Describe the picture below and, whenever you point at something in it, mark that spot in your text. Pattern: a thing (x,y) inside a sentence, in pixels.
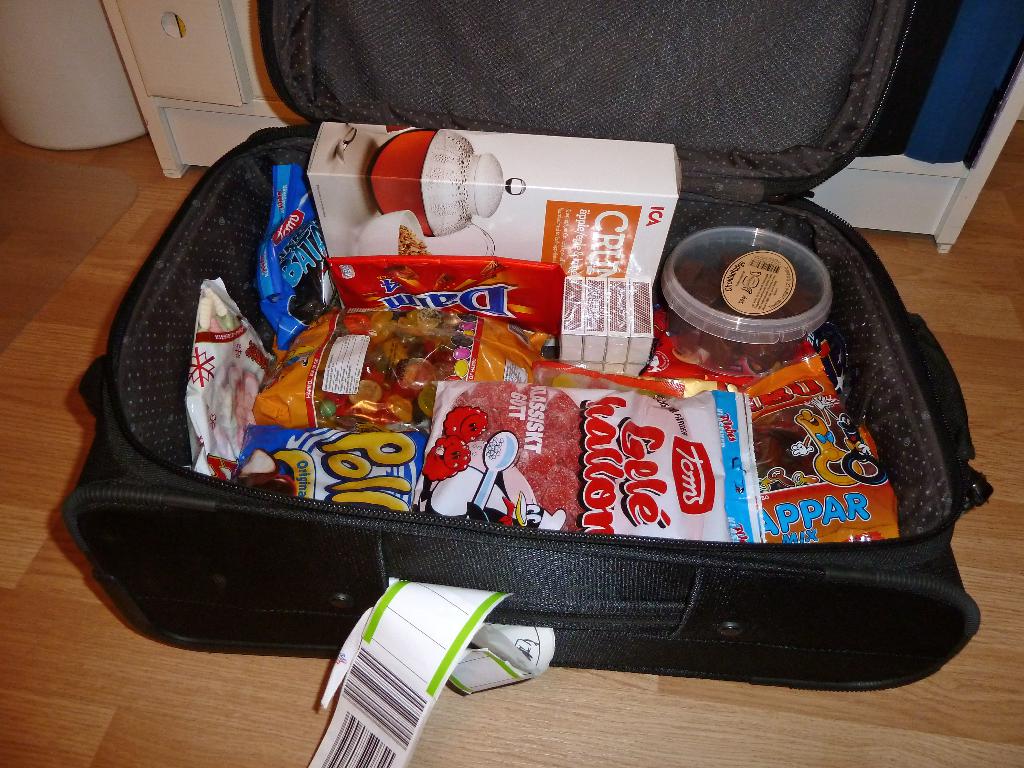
We can see bag (210,504) consisting of box (479,188), cover (379,378) and things (449,377). This is floor (49,436).
